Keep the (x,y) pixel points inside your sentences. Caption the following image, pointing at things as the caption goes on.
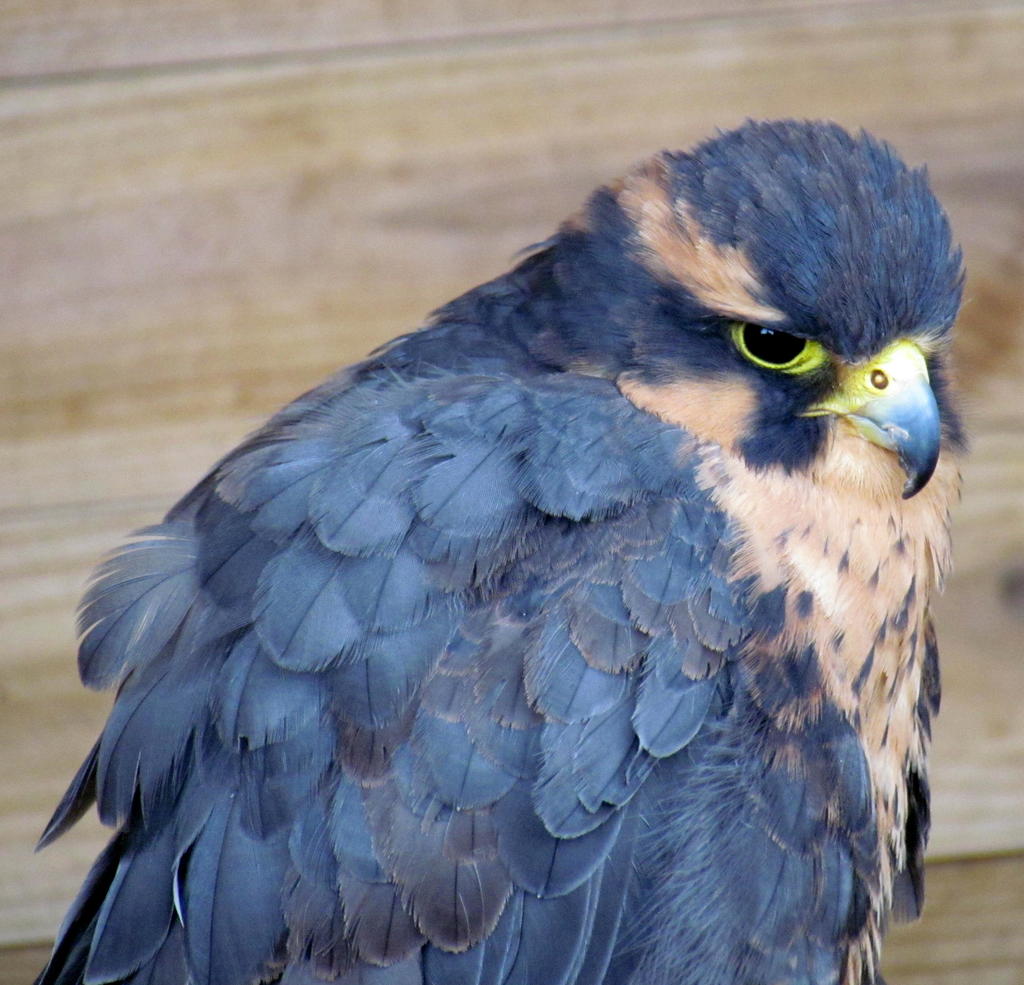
In this picture we can see a bird (527,806). In the background of the image (910,59) it is blurry.
